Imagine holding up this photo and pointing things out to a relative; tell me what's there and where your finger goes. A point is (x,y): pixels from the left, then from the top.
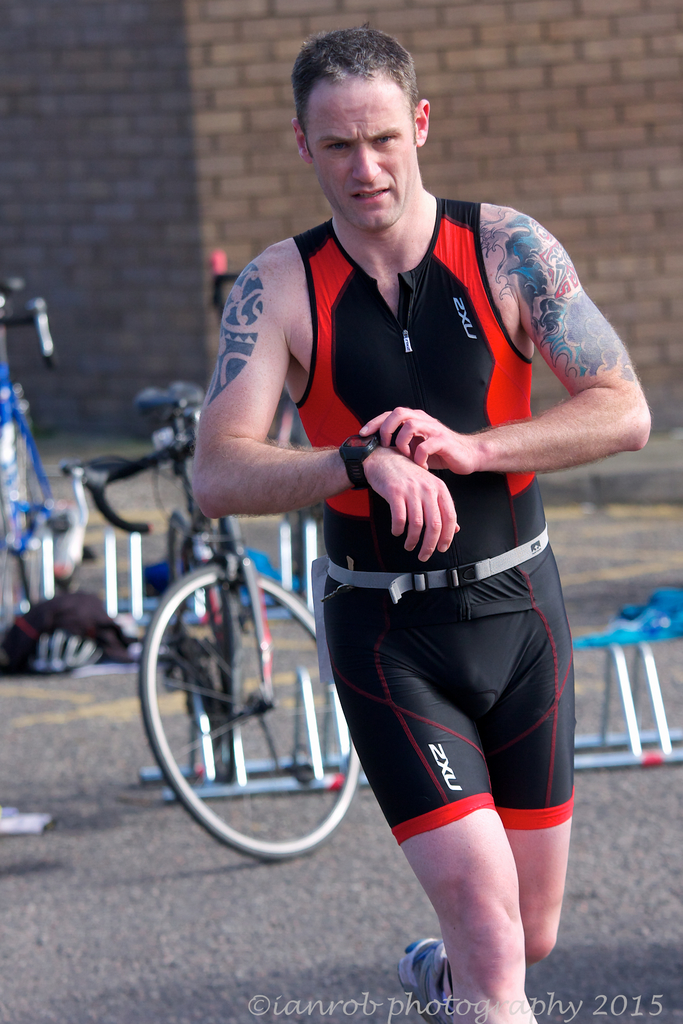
In this picture I can see a man (365,492) walking and couple of bicycles (158,622) parked, few metal stands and I can see a wall (302,13) in the background (372,16) and text (616,1015) at the bottom right corner of the picture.
